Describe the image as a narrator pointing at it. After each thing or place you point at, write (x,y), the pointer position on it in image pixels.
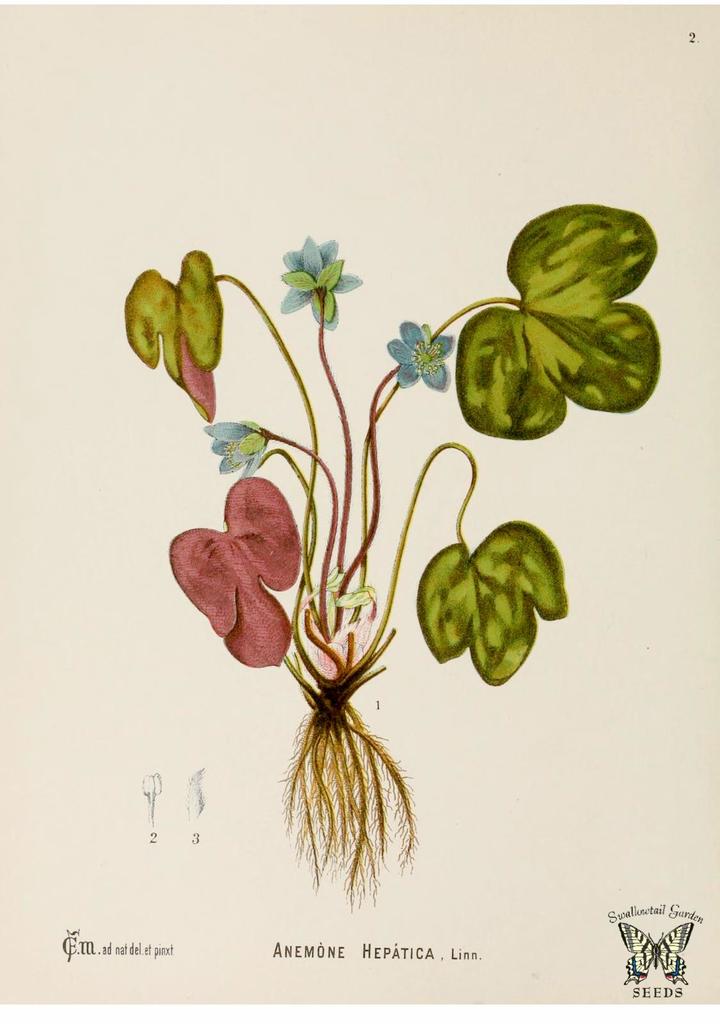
In this image I can see a painting (410,375). At the bottom (400,956) I can see some text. The background (660,802) is white in color.
